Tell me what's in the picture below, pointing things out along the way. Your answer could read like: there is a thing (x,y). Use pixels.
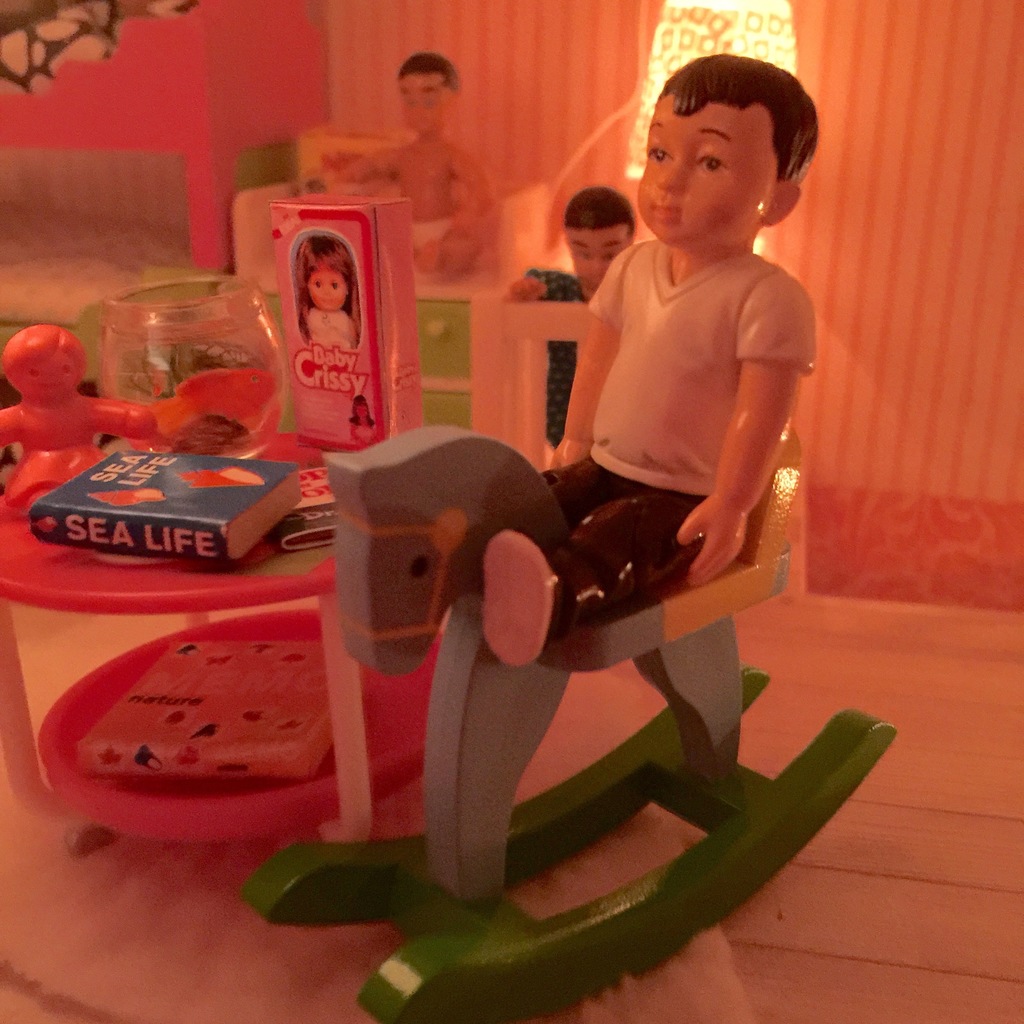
In this picture we can see few toys (300,219), books (248,540) and a light (705,28).
